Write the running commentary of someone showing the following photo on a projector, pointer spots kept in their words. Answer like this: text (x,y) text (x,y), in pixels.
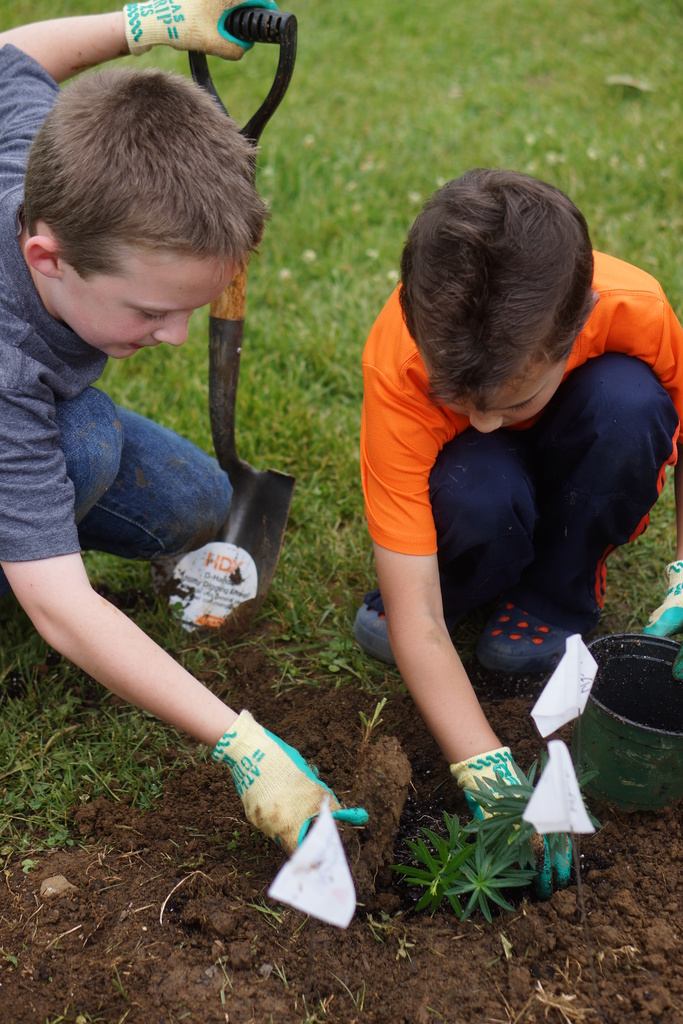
In this image we can see two children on the ground (316,390). In that a boy (118,358) is holding some objects (228,412) and the other is holding a pot (621,716). We can also see the flags (331,861) and some grass (326,392).
